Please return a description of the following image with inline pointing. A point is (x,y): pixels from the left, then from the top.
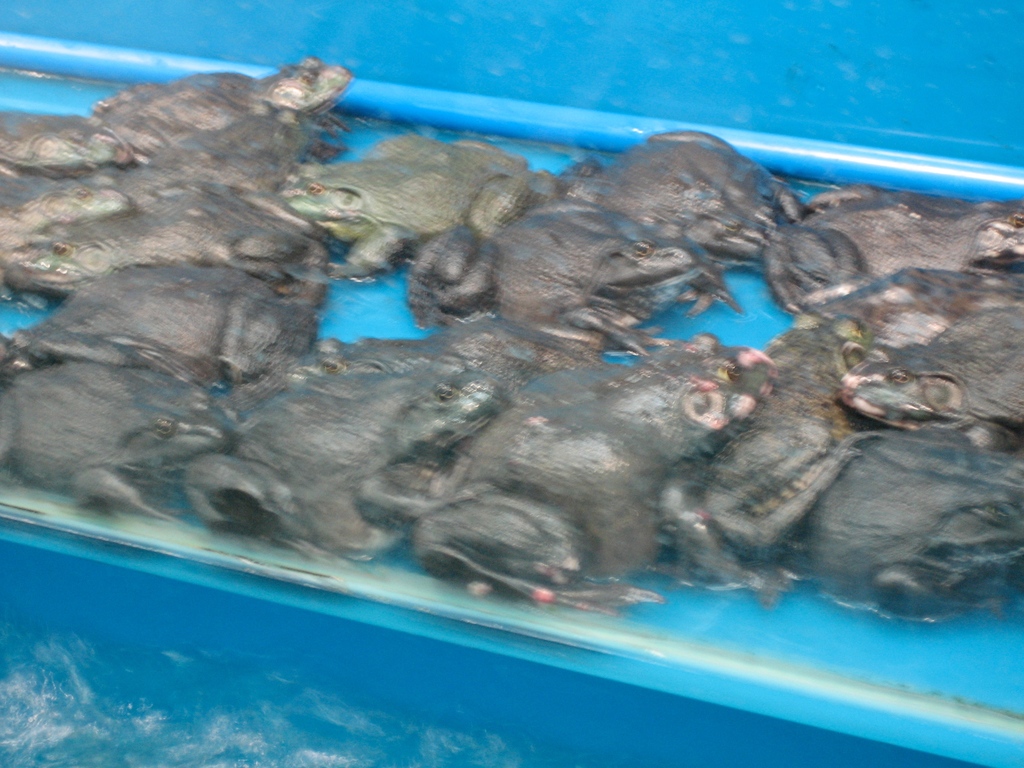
In this image I can see many frogs (152,91) in water (88,96) and the water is in blue color object (821,46).
